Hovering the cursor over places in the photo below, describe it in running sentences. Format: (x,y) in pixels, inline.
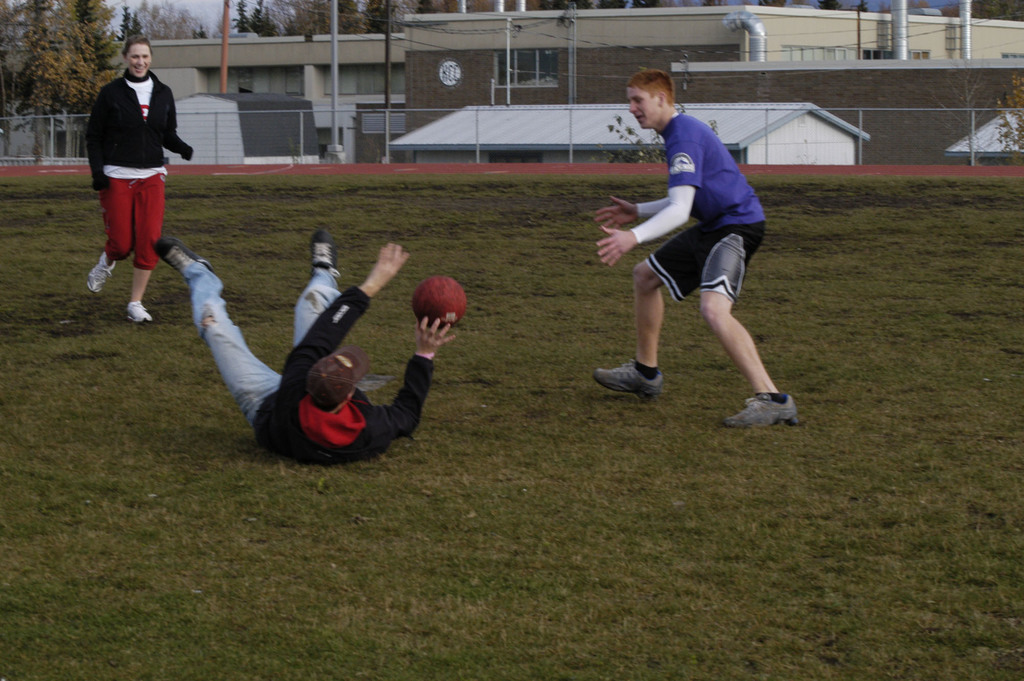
In this image I can see a group of people (692,200) are playing with a ball (443,301) on a ground (451,474). I can also see there are few buildings (423,54) and a tree (53,62).
